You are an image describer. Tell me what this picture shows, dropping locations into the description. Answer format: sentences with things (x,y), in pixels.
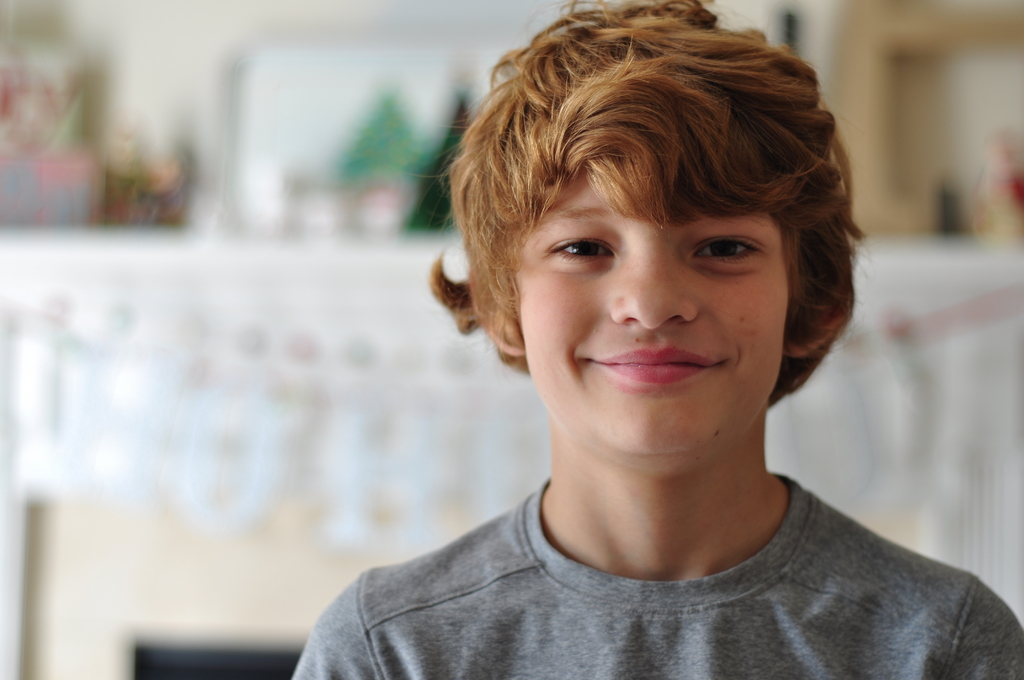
In this picture we can see a boy (541,594) in the t shirt (584,613) and the boy (650,390) is smiling. Behind the boy (644,490), there are some blurred objects (926,361).
